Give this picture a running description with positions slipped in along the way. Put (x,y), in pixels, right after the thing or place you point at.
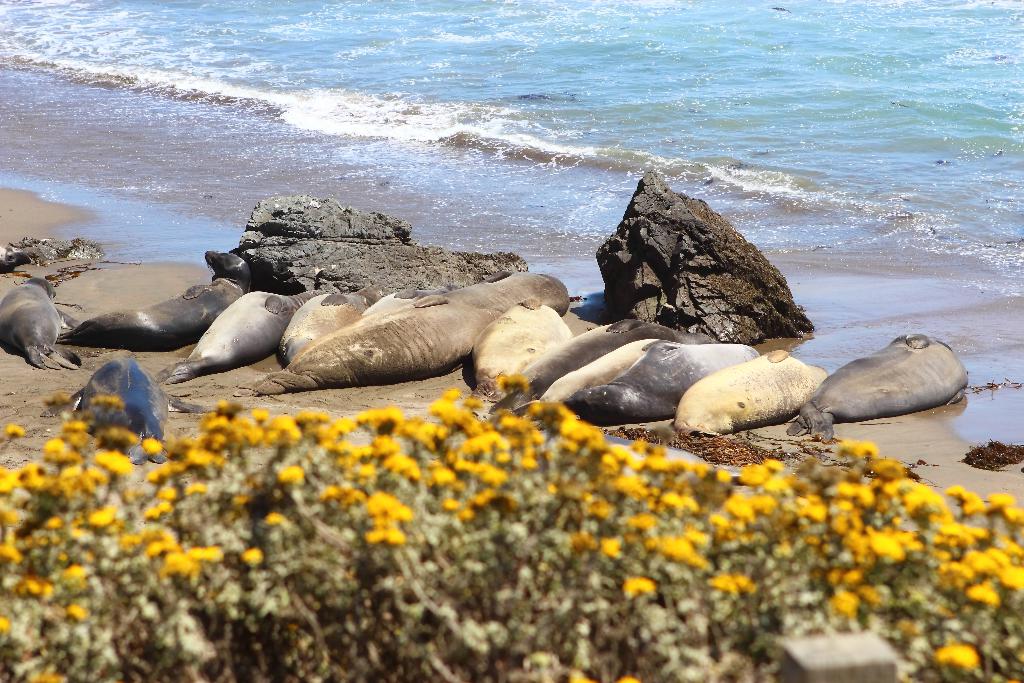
At the bottom of the image (487,580) there are plants (473,530) with flowers (86,481). Behind them there are seals (587,410) on the seashore (15,367). And also there are rocks (632,270). At the top of the image (363,119) there is water (539,143).
